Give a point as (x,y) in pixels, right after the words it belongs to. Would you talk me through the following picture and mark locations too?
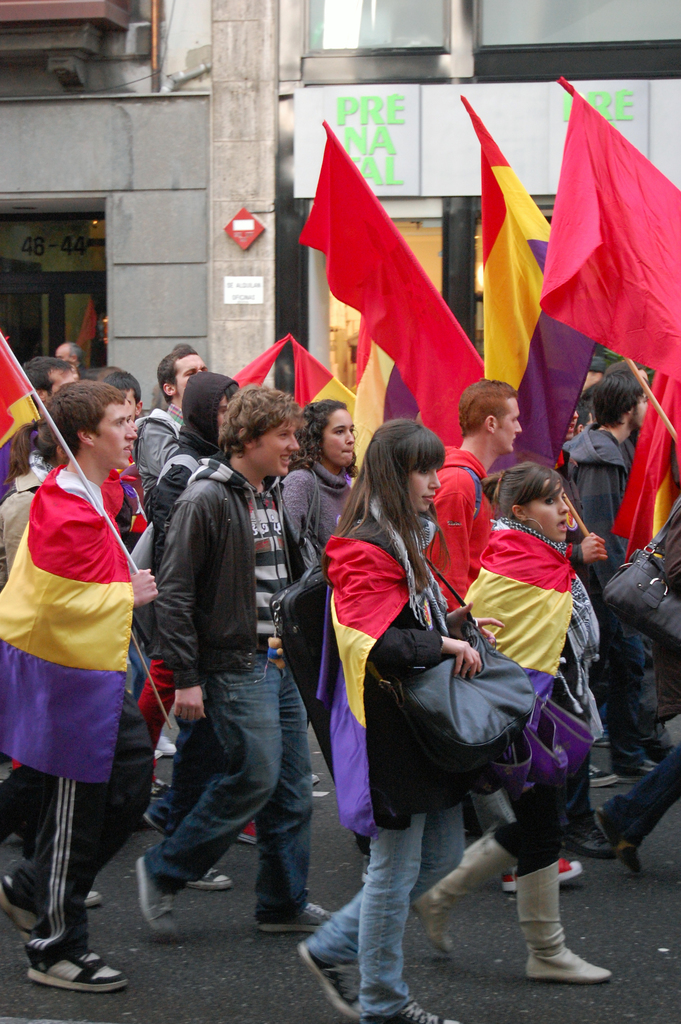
In this picture I can see there are few people (419,783) walking on the road (276,969) and they are holding flags (680,488), bags (307,624) and few of them are smiling and there is a building (178,199) in the backdrop (178,199).
